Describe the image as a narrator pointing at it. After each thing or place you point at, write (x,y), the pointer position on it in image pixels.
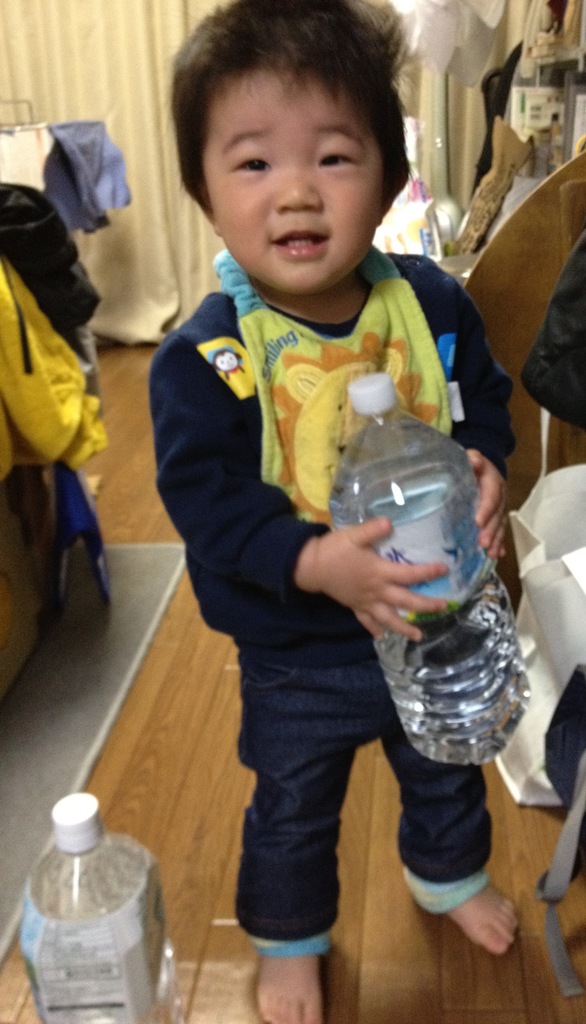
This is a picture of a small boy (269,77) wearing a blue shirt (239,362) and jeans (254,705) holding a water bottle (372,493) and also we can see a water bottle (96,801) beside him.
